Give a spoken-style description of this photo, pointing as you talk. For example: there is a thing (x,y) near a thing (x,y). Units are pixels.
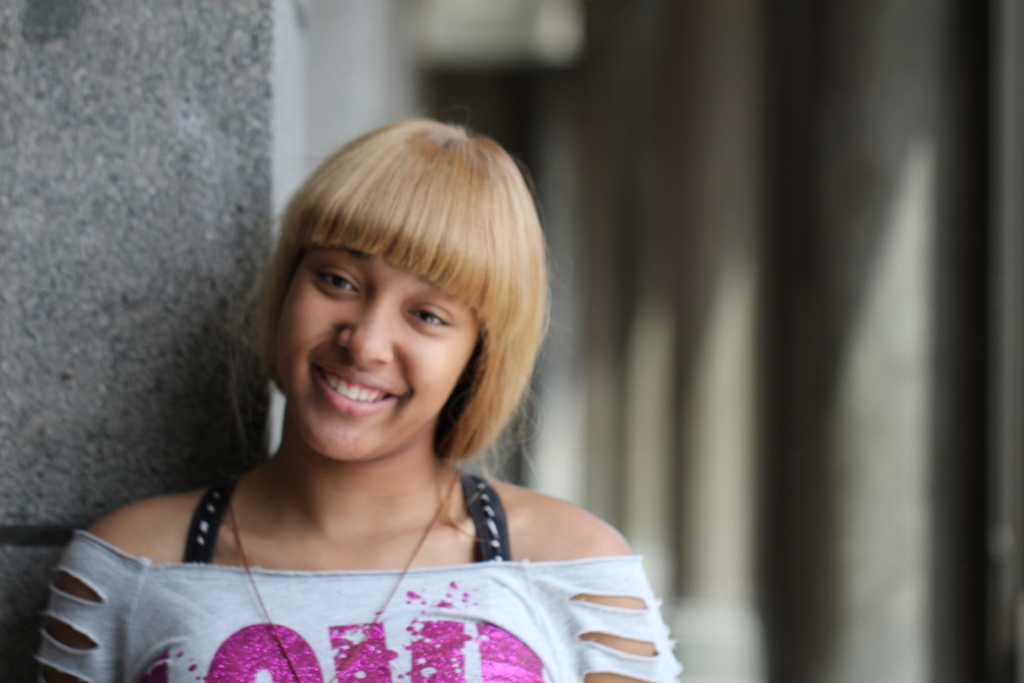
This picture seems to be clicked inside. In the foreground (385,579) there is a person (557,540) wearing white color dress (326,597), smiling and seems to be standing. In the background (475,25) we can see the wall (202,108) and the background of the image (704,93) is blurry.
